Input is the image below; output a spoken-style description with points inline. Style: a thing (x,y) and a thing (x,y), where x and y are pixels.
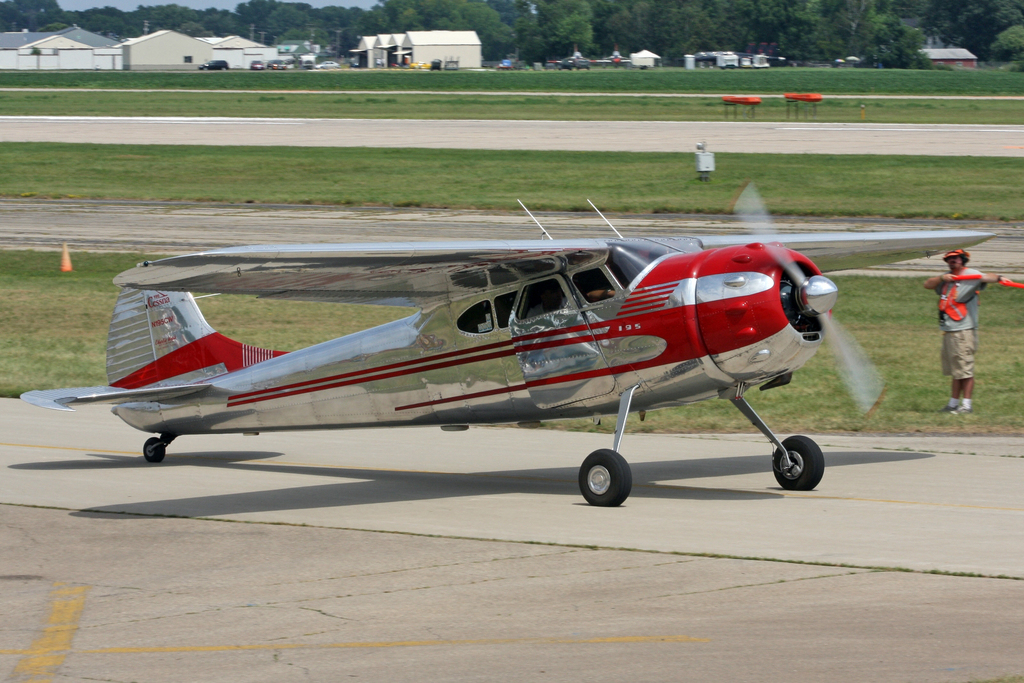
This is an airplane (757,425), here a person (967,356) is standing, these are houses (3,42) and trees (737,24), these is grass (374,189).
